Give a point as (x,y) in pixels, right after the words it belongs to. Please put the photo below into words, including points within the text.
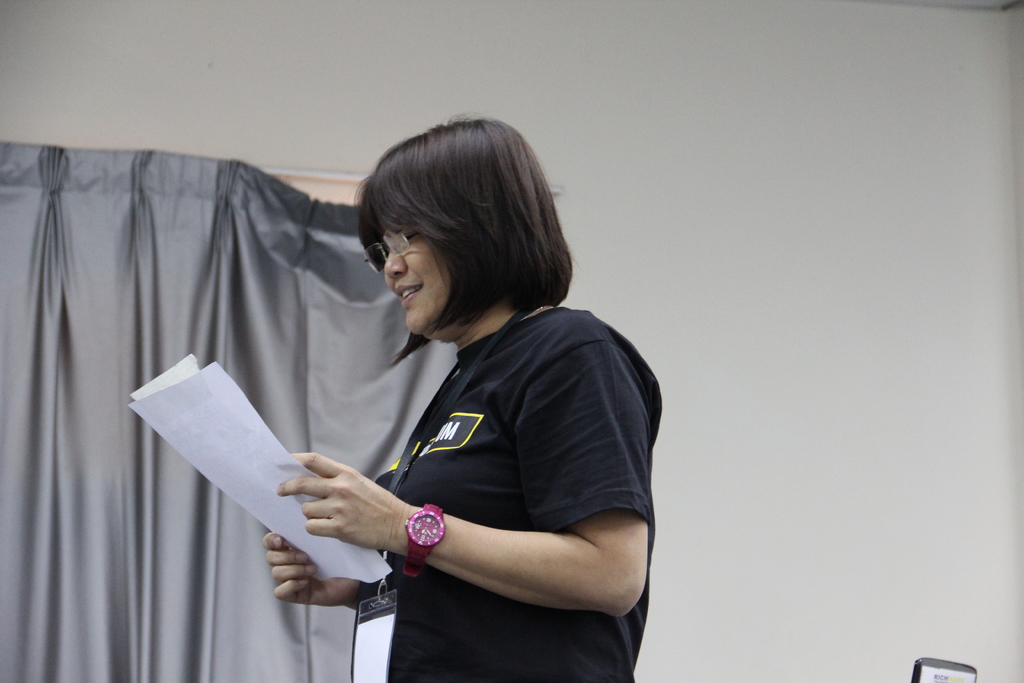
In the image we can see a woman (335,594) standing, wearing clothes (488,601), spectacles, wrist watch (443,531), identity card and she is smiling, she is holding papers (248,479) in her hand (306,509). Here we can see the wall (813,470) and the curtains (113,452).
